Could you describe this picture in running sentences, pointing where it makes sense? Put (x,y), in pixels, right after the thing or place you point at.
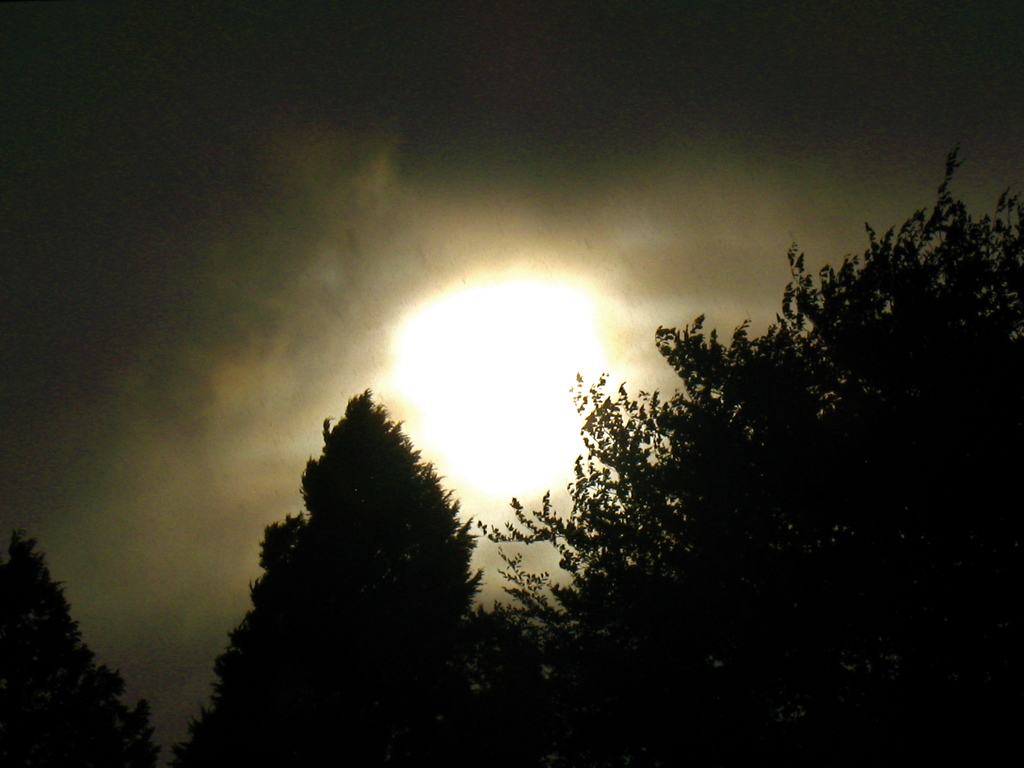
Here in this picture we can see trees (52,601) present and we can see sun (547,371) and clouds (643,327) in the sky (310,116).
